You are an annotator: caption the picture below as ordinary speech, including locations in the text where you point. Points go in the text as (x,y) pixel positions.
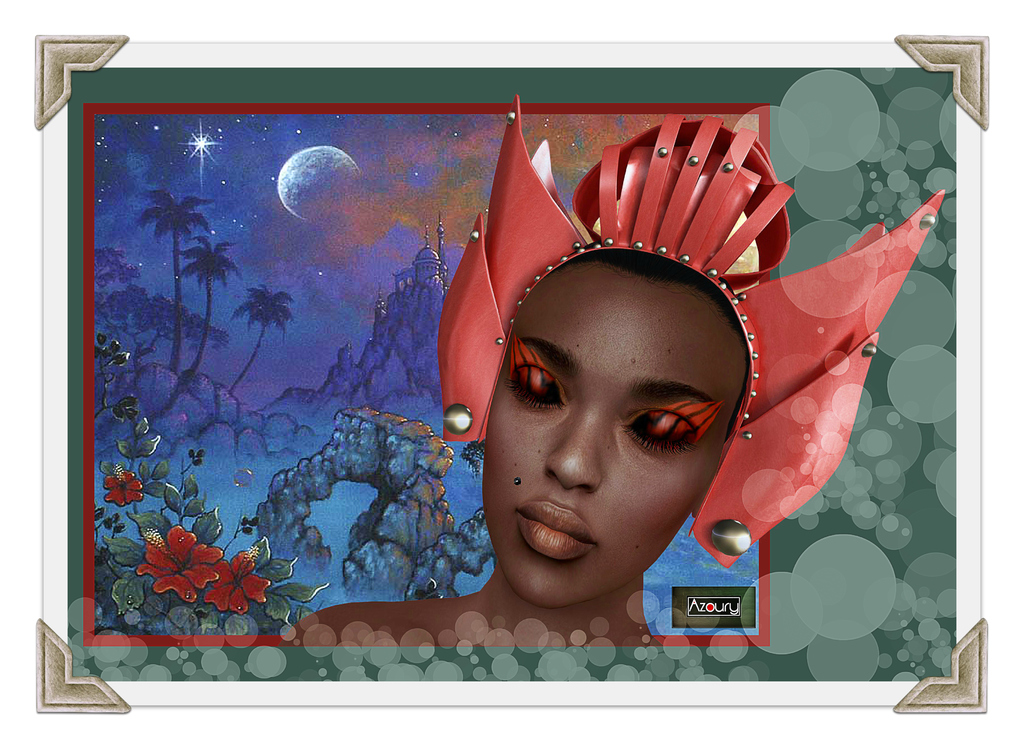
This image is a painting. In this image we can see womans face (741,350). In the background (174,368) there is a moon (333,187), trees (209,305) and hill (169,397).
